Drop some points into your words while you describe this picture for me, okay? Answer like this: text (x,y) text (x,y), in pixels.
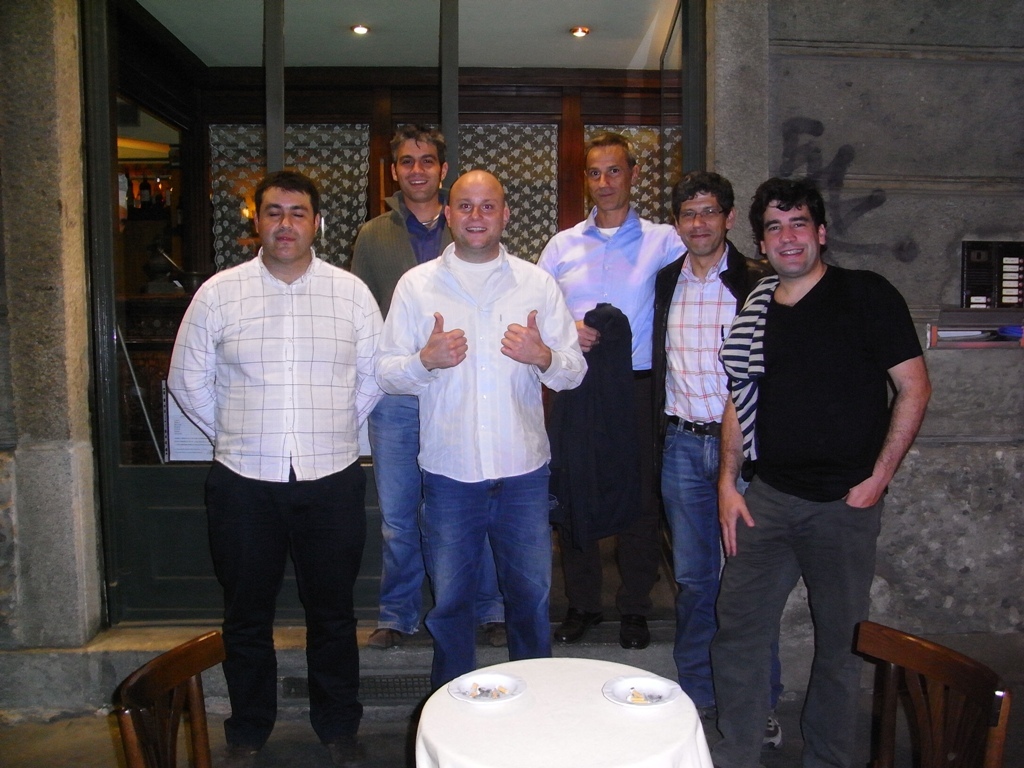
In this picture there is a bald man (486,227) who is wearing white shirt (462,374), jeans (456,539) and he is smiling. Beside him there is another man (313,306) who is closing his eyes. On the right (792,337) there is a man (785,378) who is wearing t-shirt (778,332), trouser (799,554) and shoe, beside him there is another man (716,314) who is wearing spectacle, jacket (742,279), shirt (711,319), jeans (682,499) and shoe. In the back (617,204) there are two person (607,212) standing near to the door (462,125). At the bottom (554,716) we can see two white plates (611,684) and cloth (568,752) on the table (565,743). Beside that we can see two chairs (165,727). At the top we can see the light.
